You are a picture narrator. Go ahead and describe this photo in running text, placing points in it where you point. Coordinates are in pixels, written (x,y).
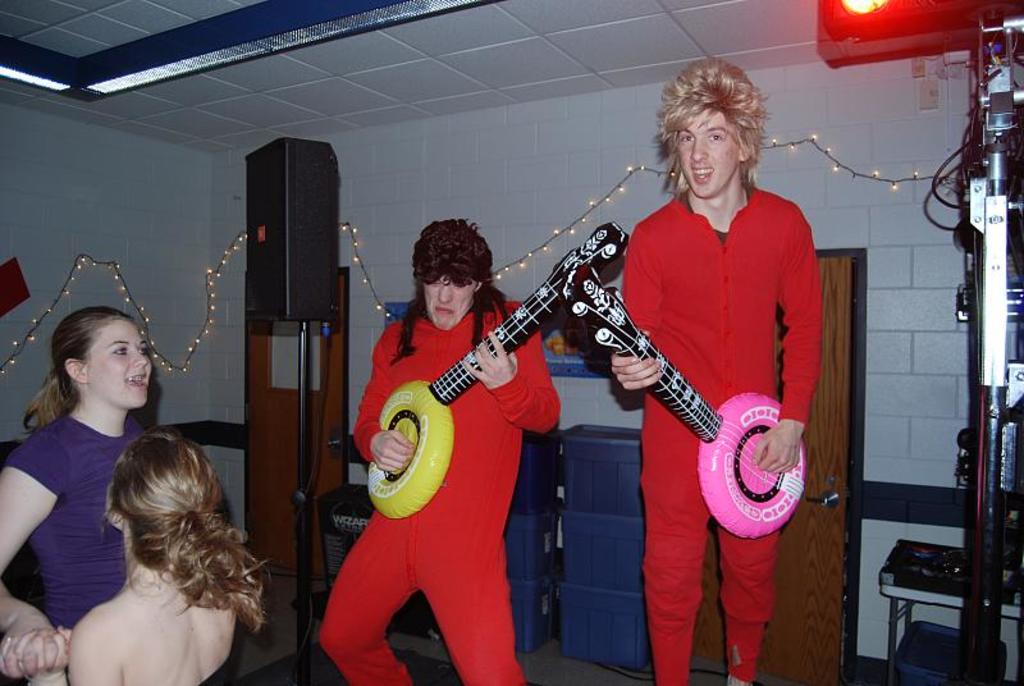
In this image I can see two persons (466,501) wearing red colored dress (465,453) and holding musical instruments (419,447) in their hands (644,386). I can see few other persons (124,516) standing, few speakers (284,209), few lights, few baskets (555,497), a door (783,547), the wall (466,177), the ceiling (422,67) and few lights (296,48) to the ceiling (225,12).
